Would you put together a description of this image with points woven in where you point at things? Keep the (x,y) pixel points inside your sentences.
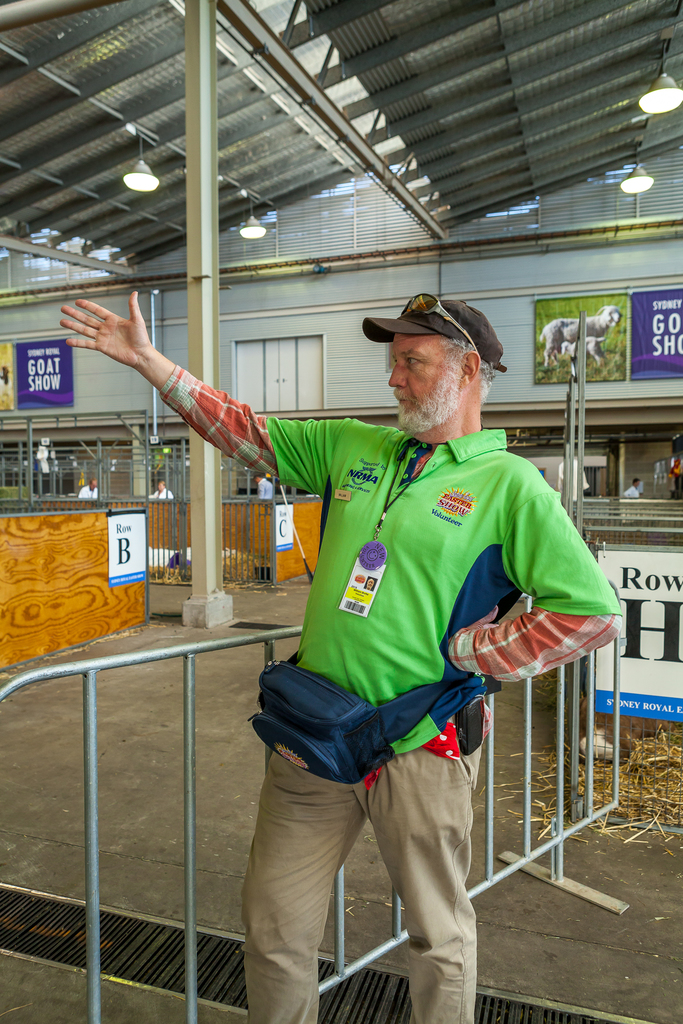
In this picture there is a person (349,555) standing in the foreground (383,621). At the back (681,774) there is a railing (634,501) and there are hoardings (574,316) and there are group of people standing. At the top (403,62) there is a roof (234,81) and there are lights (657,94).
